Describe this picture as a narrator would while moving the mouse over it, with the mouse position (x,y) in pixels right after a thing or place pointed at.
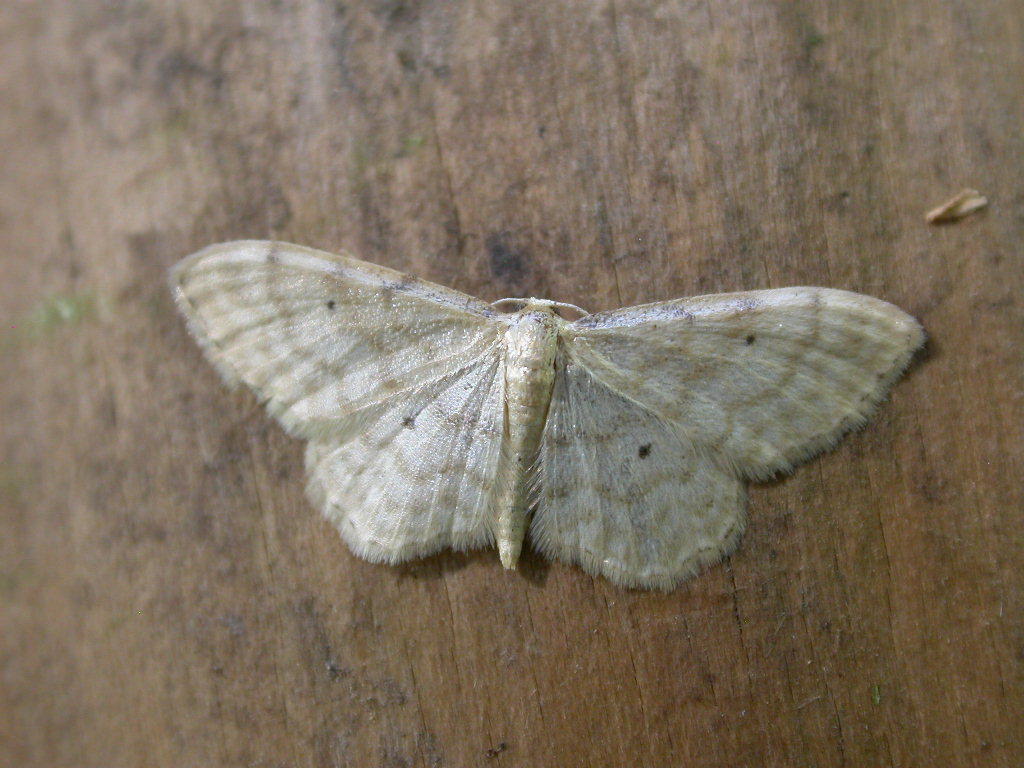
In the picture I can see a moth (607,365) on the brown surface (544,291).
